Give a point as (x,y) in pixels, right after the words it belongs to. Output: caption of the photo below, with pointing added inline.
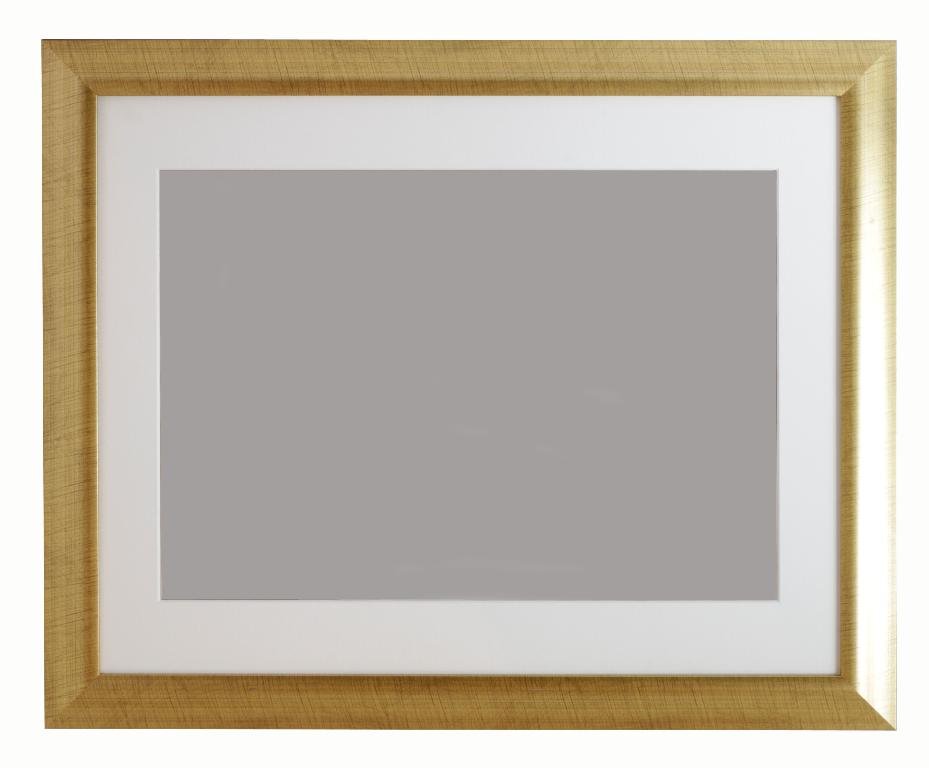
In this image in the center (333,282) there is one wooden photo frame (523,515).
